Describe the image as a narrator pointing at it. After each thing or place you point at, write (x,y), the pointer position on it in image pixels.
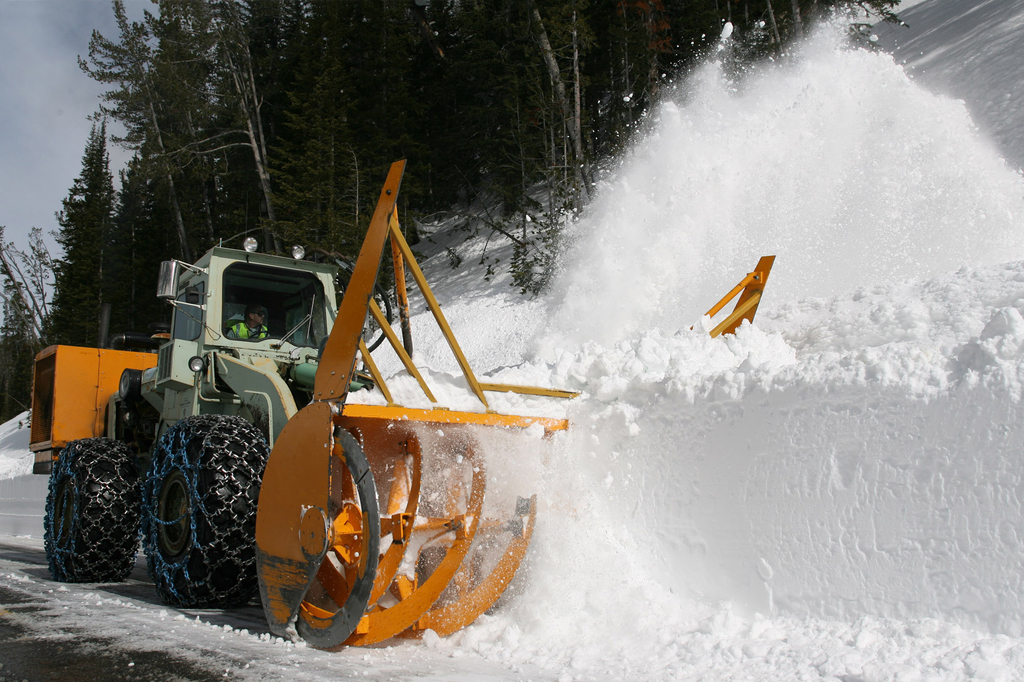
In the given image i can see a person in the crushing vehicle (312,427), snow (631,659), trees (789,20) and in the background (78,100) i can see the sky (75,114).
